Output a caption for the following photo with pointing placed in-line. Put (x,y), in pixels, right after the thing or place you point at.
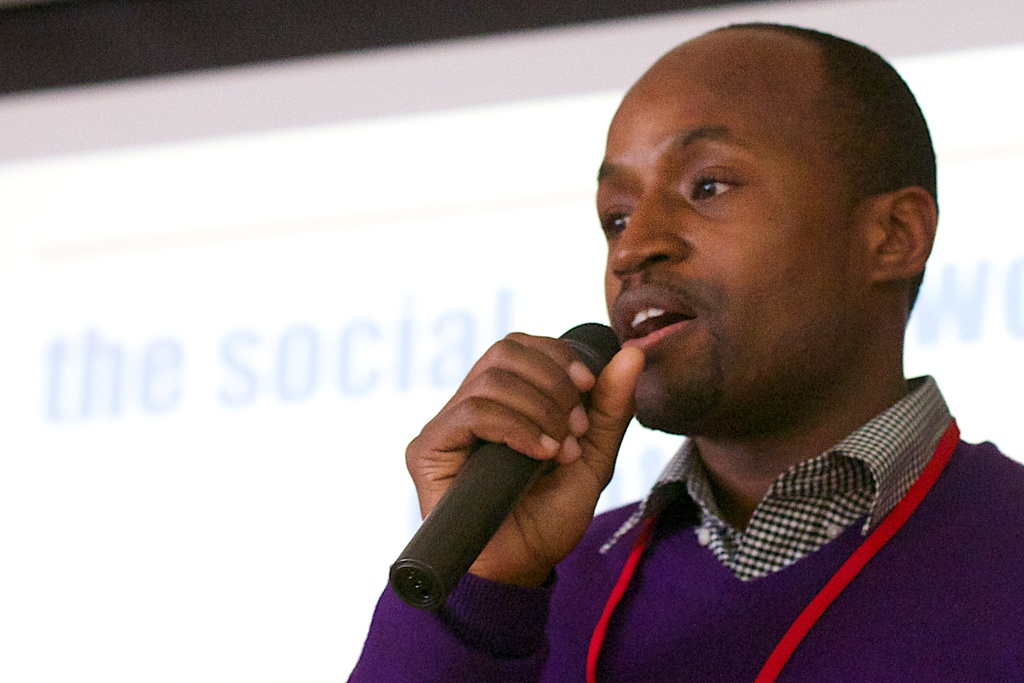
In this image, we can see a person (741,470) is holding a microphone (520,460) and talking. Background (194,405) we can see the screen (312,253).
